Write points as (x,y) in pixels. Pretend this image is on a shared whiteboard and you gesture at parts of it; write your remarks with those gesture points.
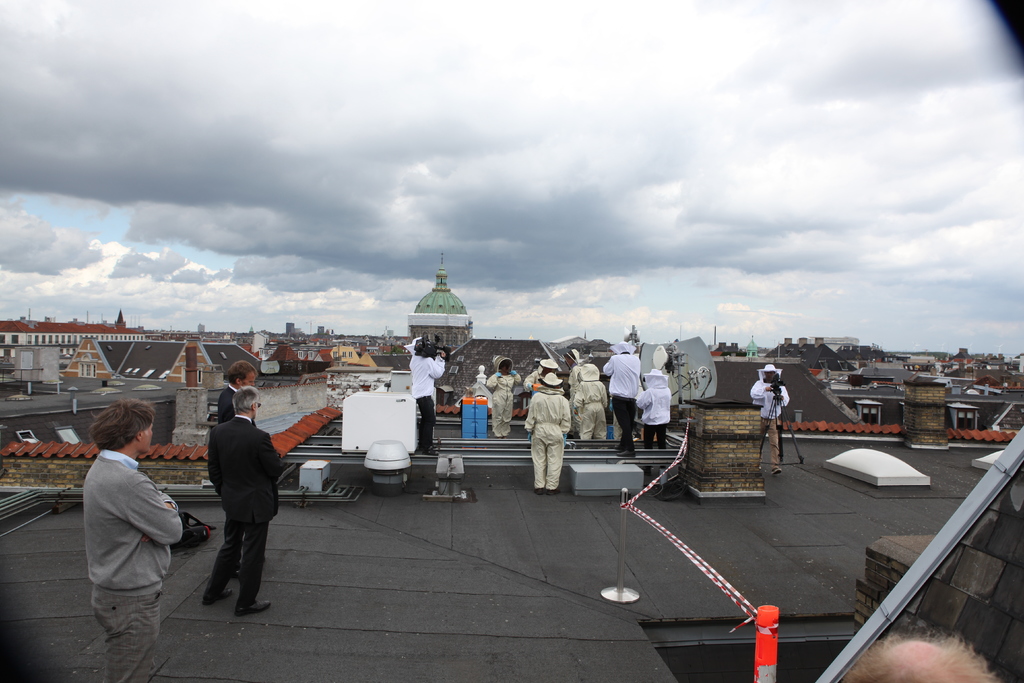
In this image we can see people (226,420). There are houses (36,327). At the top of the image (432,134) there is sky (439,228) and clouds (409,267).
